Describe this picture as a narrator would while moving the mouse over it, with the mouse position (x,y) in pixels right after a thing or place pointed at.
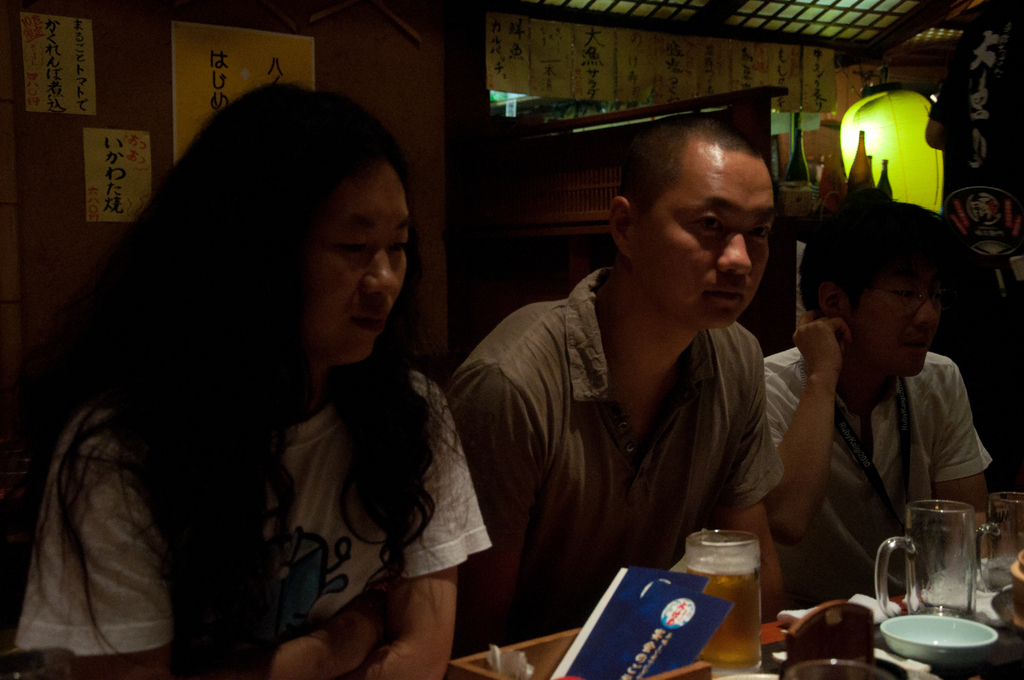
In the image we can see there are people (726,444) who are sitting on chair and on table (991,675) there are beer mugs (738,617) and a bowl (968,634).
